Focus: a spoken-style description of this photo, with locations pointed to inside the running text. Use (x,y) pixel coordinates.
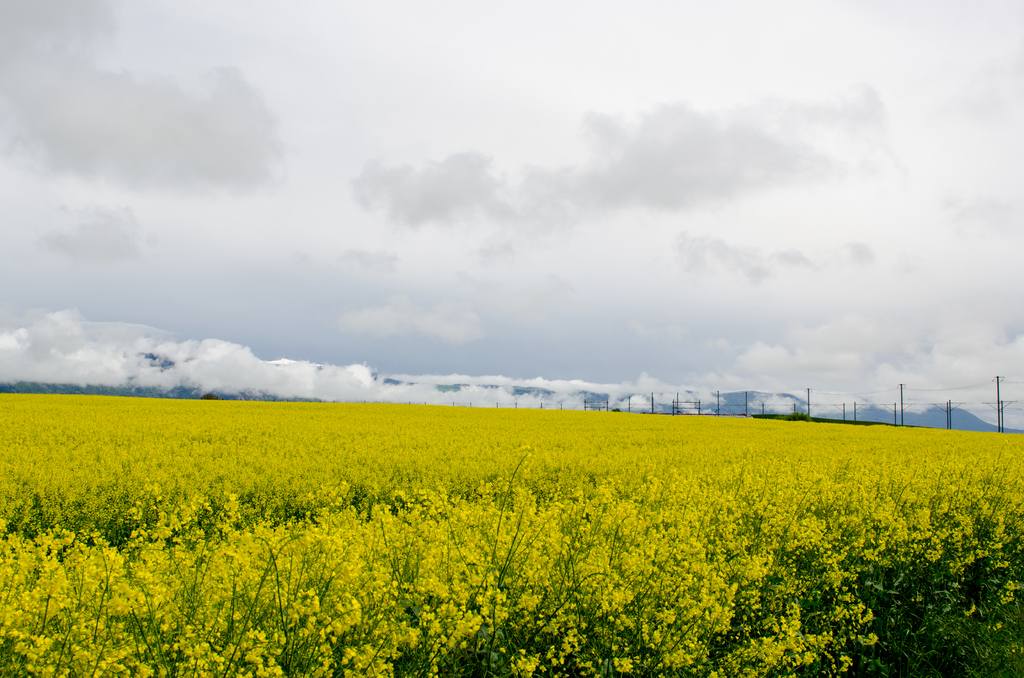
In this picture we can observe yellow color plants (438,551) on the ground (563,466). There are some poles (745,407). In the background (472,276) we can observe a sky (468,283) with some clouds (537,170).
